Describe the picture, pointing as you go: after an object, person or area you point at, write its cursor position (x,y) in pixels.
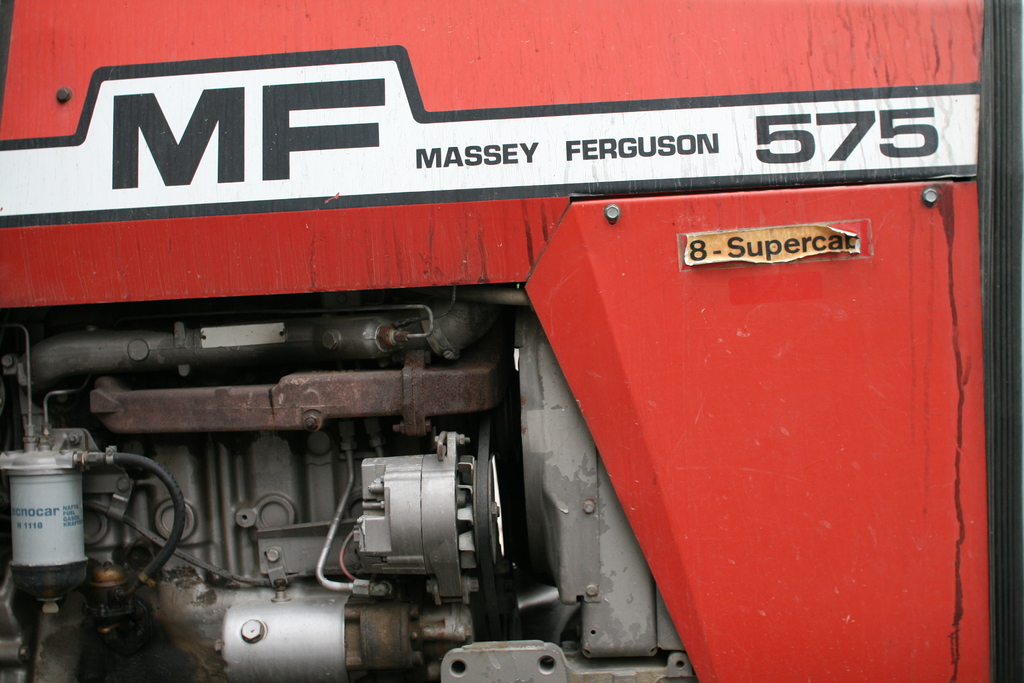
In this picture we can see stickers (412,116), engine (436,351) and some objects (500,676).
